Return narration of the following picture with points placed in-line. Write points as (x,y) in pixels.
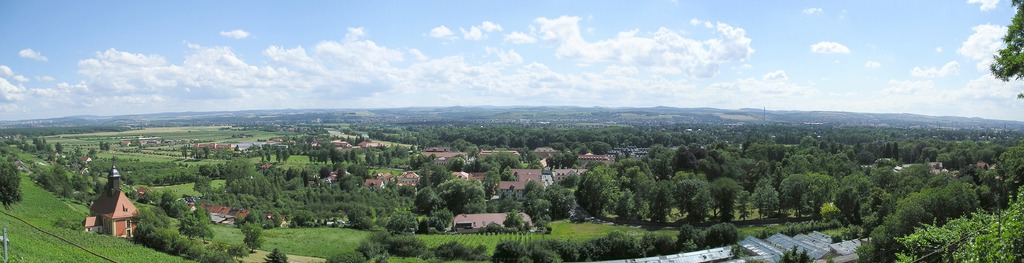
There are trees (891,236), buildings (698,256) and grass (47,238).
